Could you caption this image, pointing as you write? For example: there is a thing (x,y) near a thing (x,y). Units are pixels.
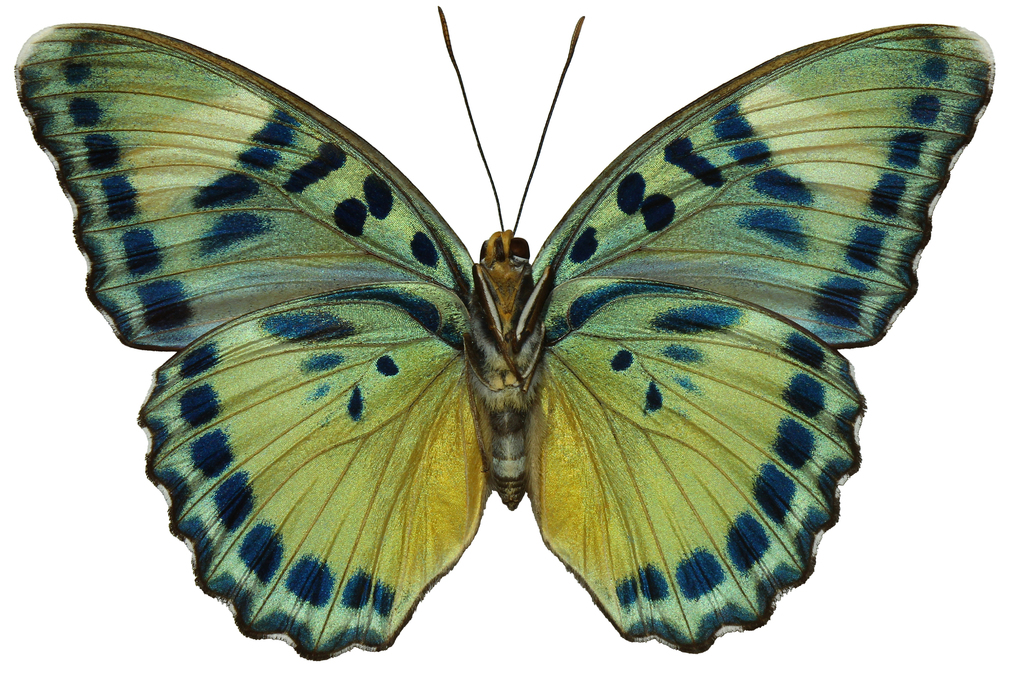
In the image there is a butterfly (391,310) in the front (603,346) and the background (489,672) is white.
